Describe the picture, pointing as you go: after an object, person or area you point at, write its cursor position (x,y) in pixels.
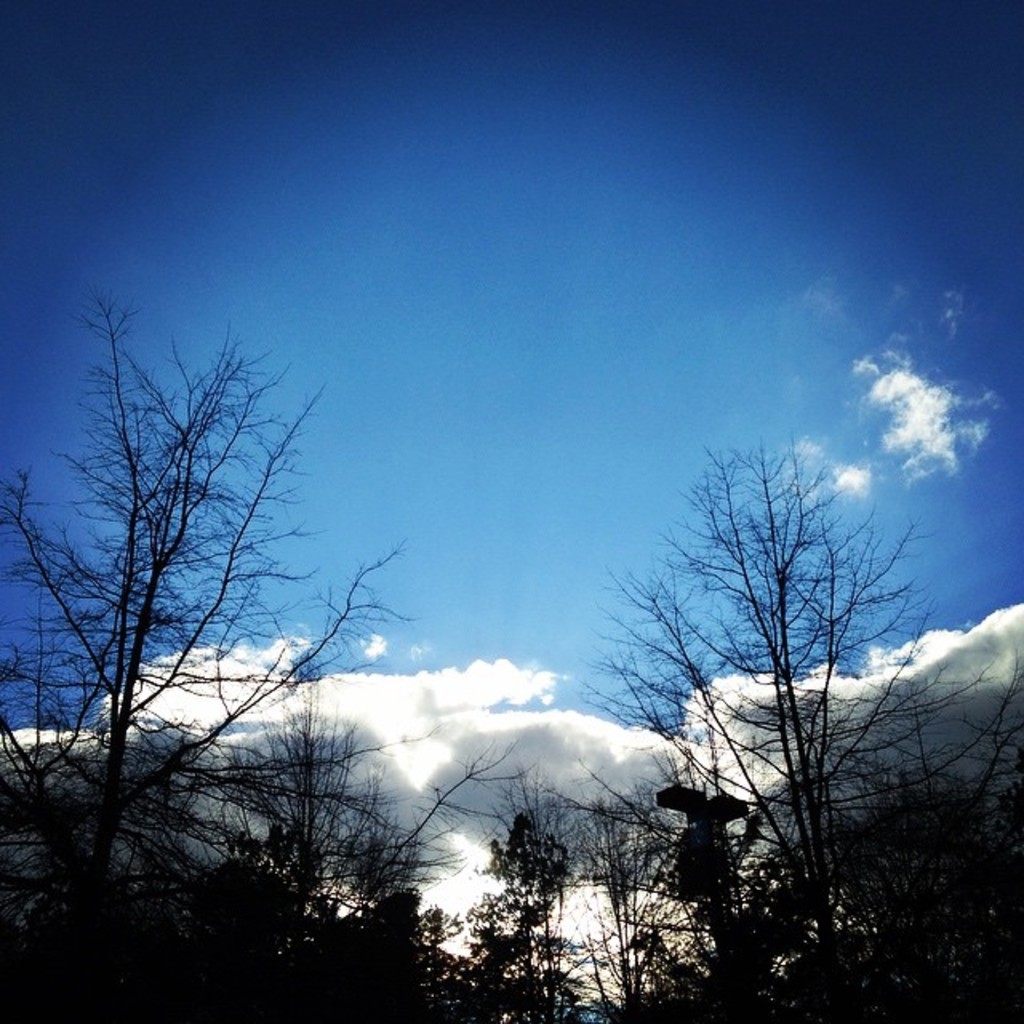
There are trees (397,952). In the background (454,336) there is sky (454,336) with clouds (481,663).
